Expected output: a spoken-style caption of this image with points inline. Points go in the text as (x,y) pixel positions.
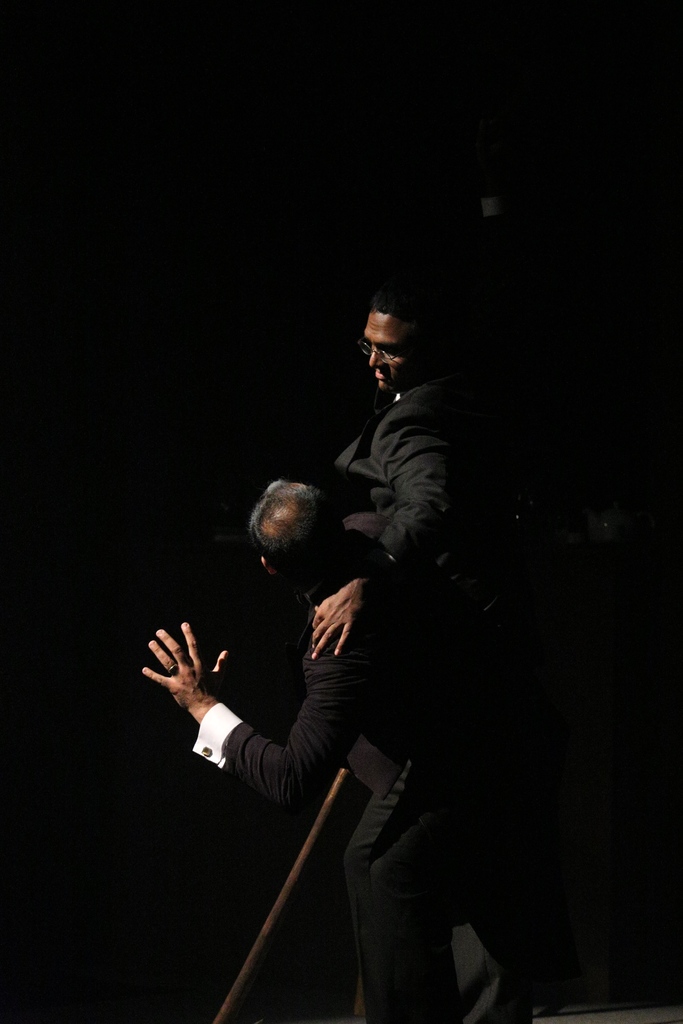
In this image, we can see two people (408,774) and rod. Background (20,584) it is dark.
